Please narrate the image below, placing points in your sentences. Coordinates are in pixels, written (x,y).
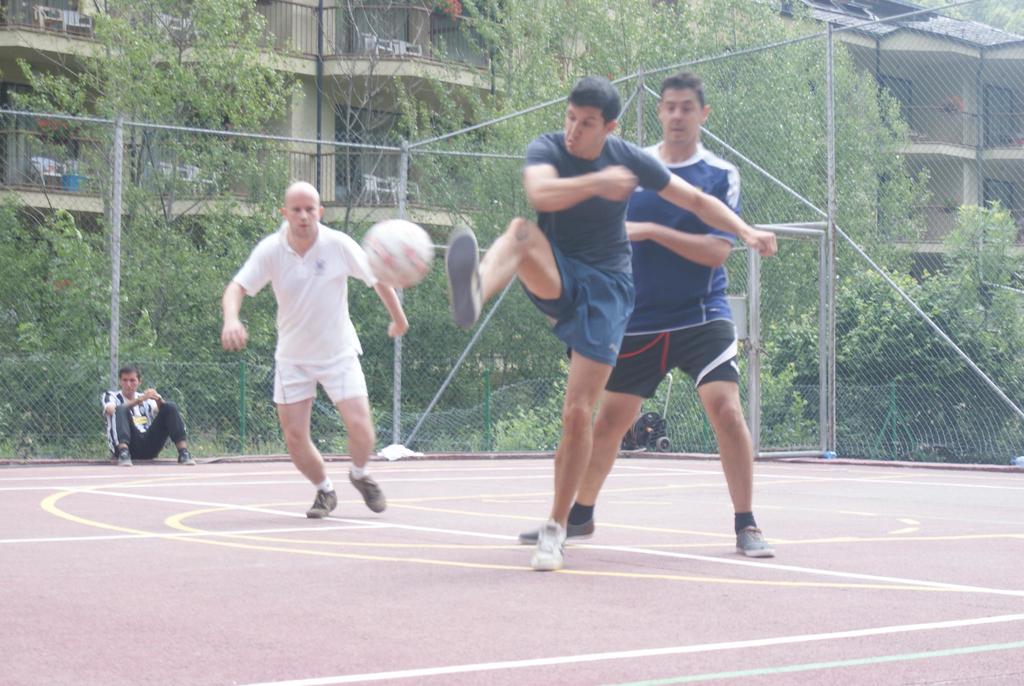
As we can see in the image there are few people (598,291) here and there, ball (403,257), fence (357,213), trees (675,45) and buildings (291,10).
